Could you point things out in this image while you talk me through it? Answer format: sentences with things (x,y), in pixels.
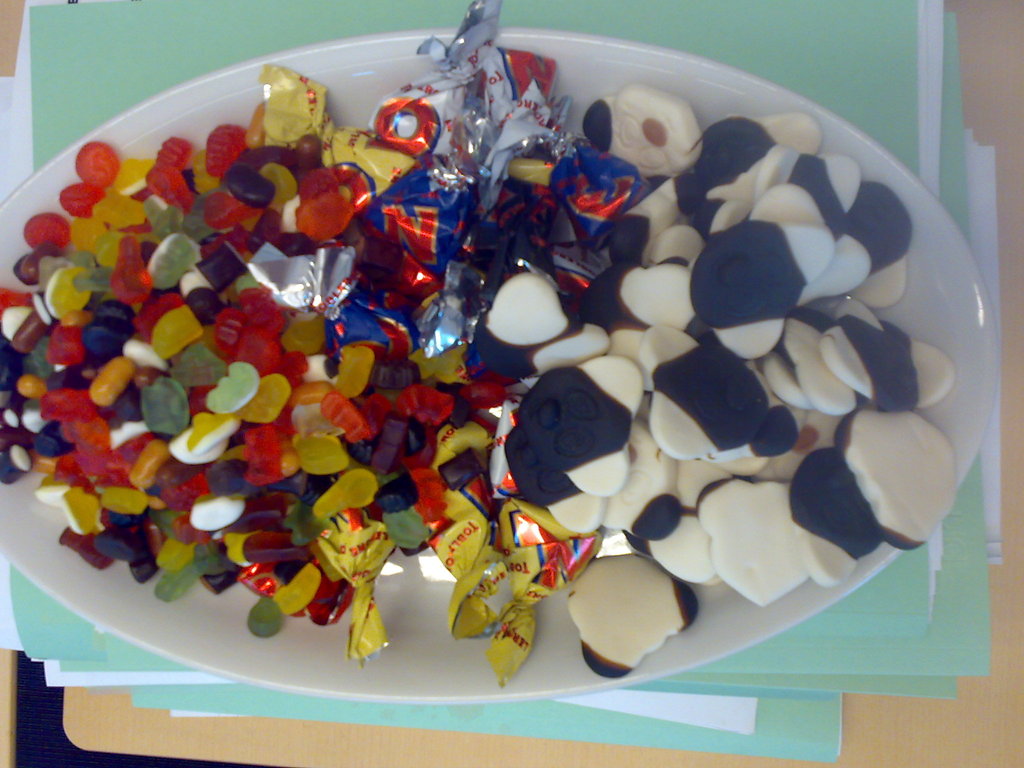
In this image we can see some food (535,344) on the plate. We can see a plate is placed on the files (882,658). We can see few files (870,648) placed on the table (869,715).
